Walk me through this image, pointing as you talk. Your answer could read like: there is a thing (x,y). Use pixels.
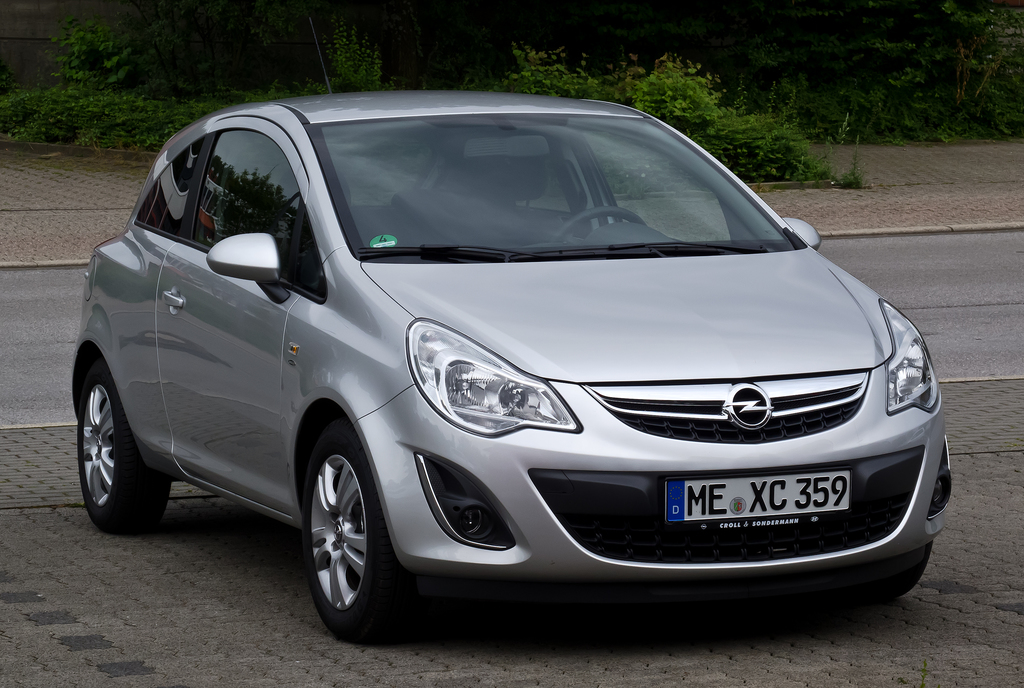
It is a car (575,432) which is in silver color and behind it, there is a road (49,388) in the long back side there are green trees (134,103).
